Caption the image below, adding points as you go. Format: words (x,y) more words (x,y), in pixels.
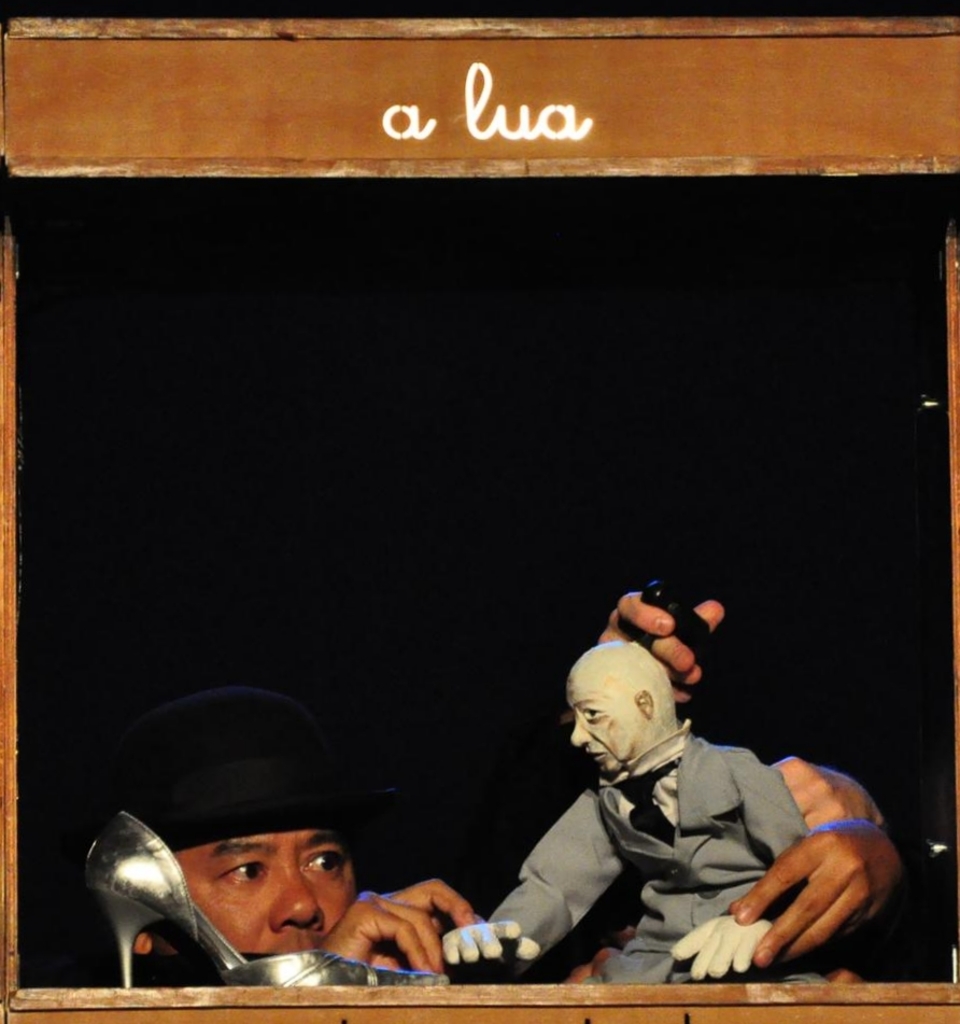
There is a window (550,67), on which, there is a word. Through the window (682,169), we can see, there is a person (210,813) holding a doll (735,850) near a high-heeled shoe (107,879) which is placed on the wall (107,994) of the window (607,106). The background (133,375) is dark in color.
